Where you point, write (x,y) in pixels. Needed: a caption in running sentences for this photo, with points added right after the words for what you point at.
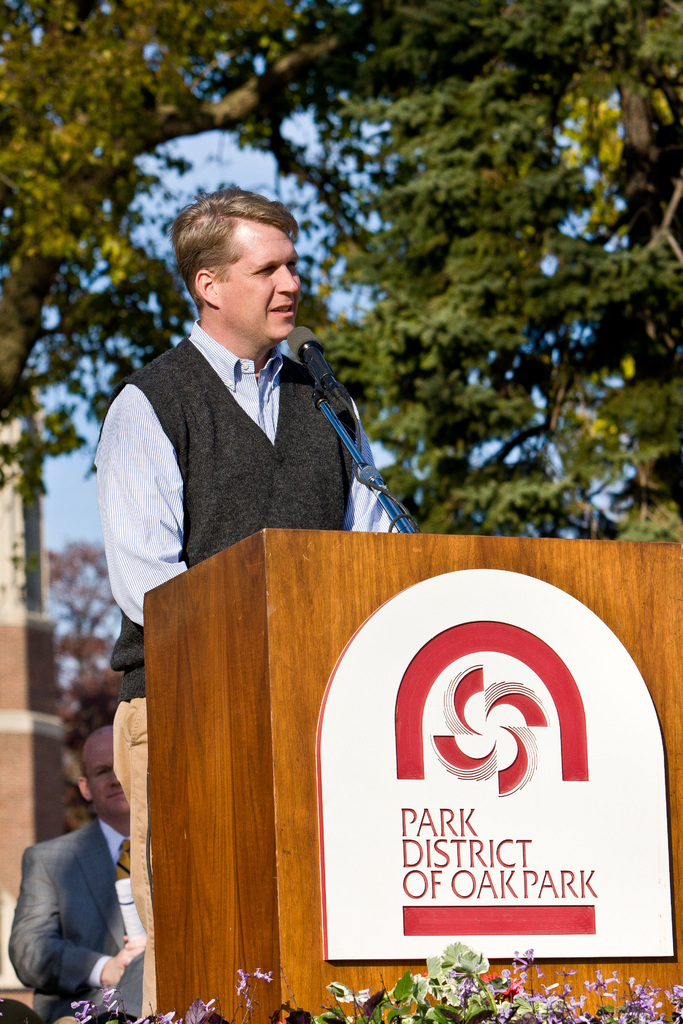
In this image, I can see the man (240,520) standing. This is a podium (219,752) with a mike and a name board (457,756) attached to it. Here is a person (101,889) sitting. In the background (49,350), I can see the trees (342,132) with branches (561,383) and leaves (497,192). At the bottom of the image (488,1007), these look like the plants (530,1011) with the flowers (510,1011).
